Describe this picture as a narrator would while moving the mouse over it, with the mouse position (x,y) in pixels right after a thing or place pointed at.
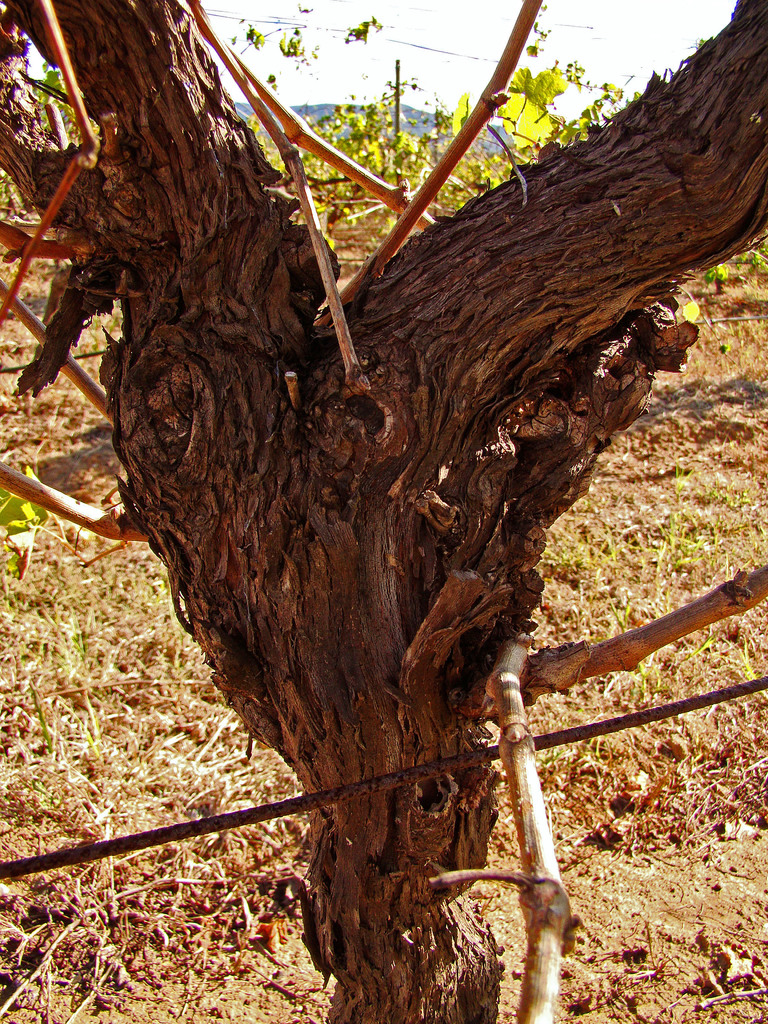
In this picture there is a trunk (734,126) in the center of the image (293,424).
